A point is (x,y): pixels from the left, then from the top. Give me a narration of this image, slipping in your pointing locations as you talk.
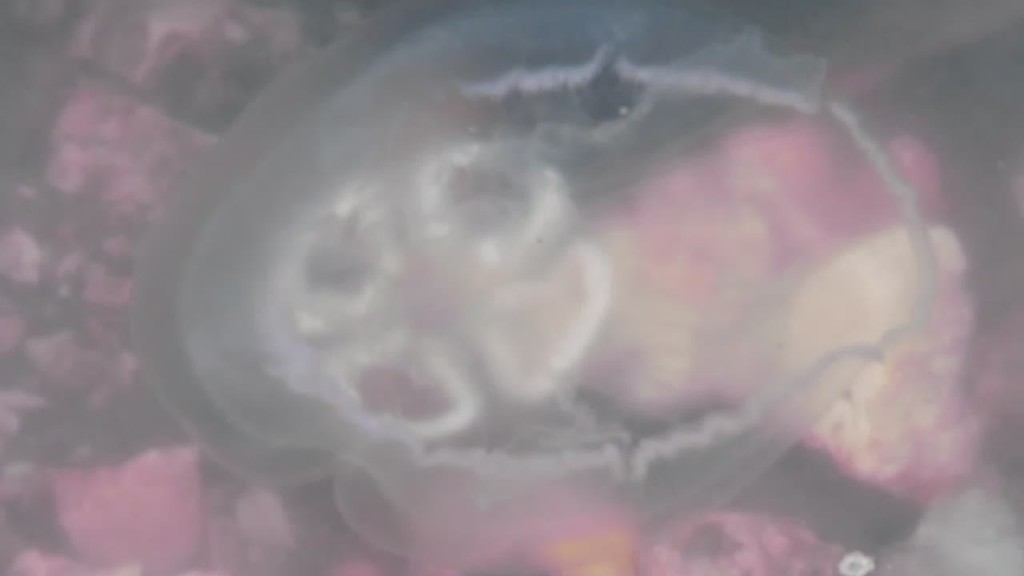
In this image there are biological tissues (479,271) which are visible.
